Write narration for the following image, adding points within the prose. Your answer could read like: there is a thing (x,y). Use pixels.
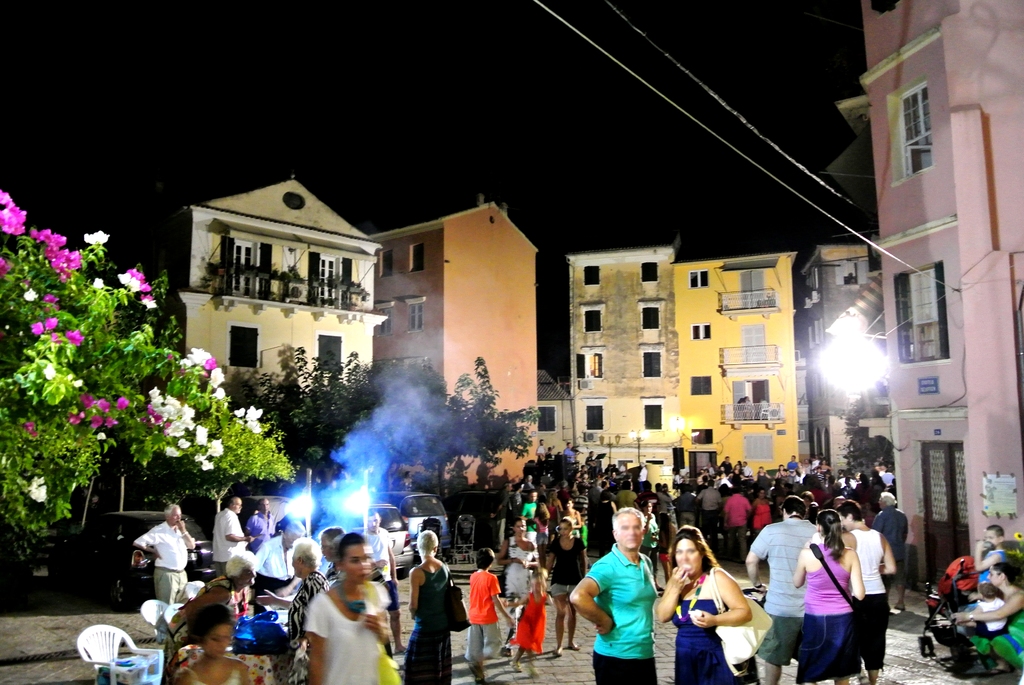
Few people (1001,623) are sitting and few people (636,540) are standing. We can see lights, chairs (92,652) and objects (272,634) on the table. Background (161,337) we can see people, trees (336,426), flowers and windows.
